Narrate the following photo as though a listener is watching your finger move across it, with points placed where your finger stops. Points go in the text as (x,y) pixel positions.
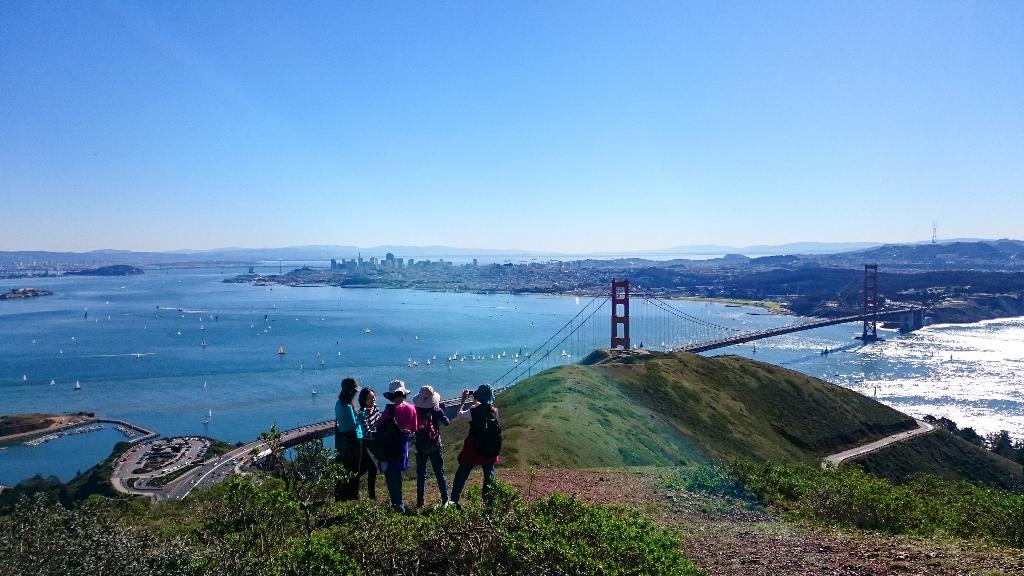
In this picture I can see five persons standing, there are plants (578,529), trees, there is a bridge (615,341), there are boats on the water (447,349), there are buildings (433,281), there are hills (960,251), and in the background (270,120) there is the sky (423,92).
